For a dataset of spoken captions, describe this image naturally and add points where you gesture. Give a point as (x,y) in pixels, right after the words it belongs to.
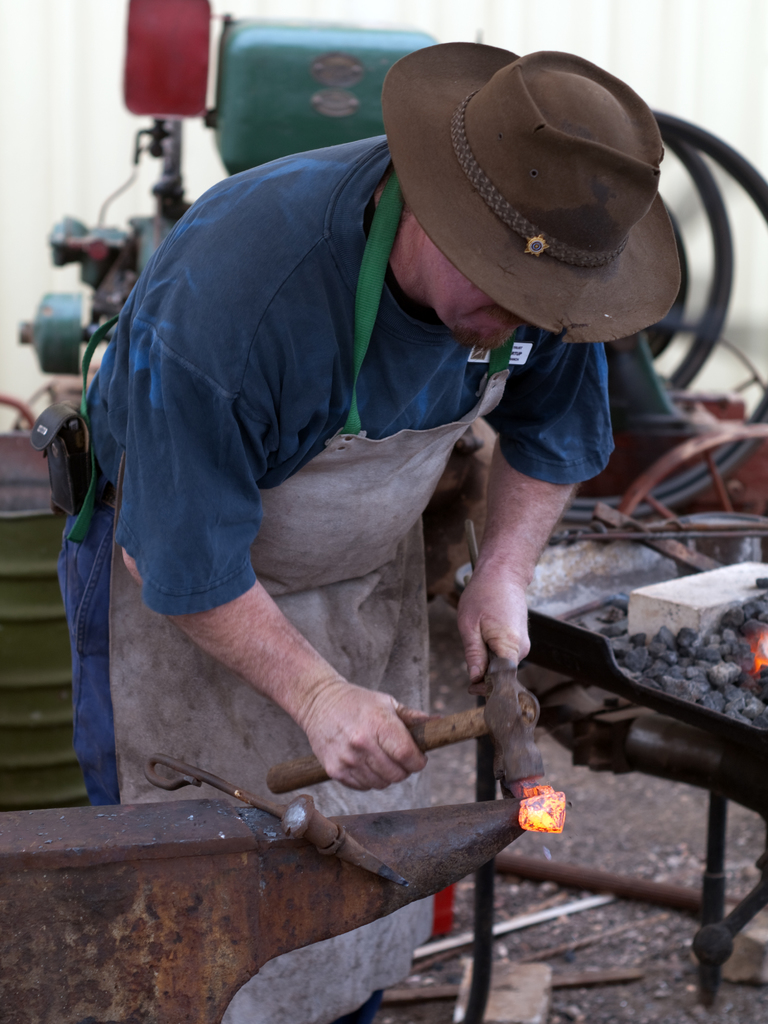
In the middle of the image (310,457) I can see a person (316,385) is bending holding the object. In the background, I can see Charcoals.
